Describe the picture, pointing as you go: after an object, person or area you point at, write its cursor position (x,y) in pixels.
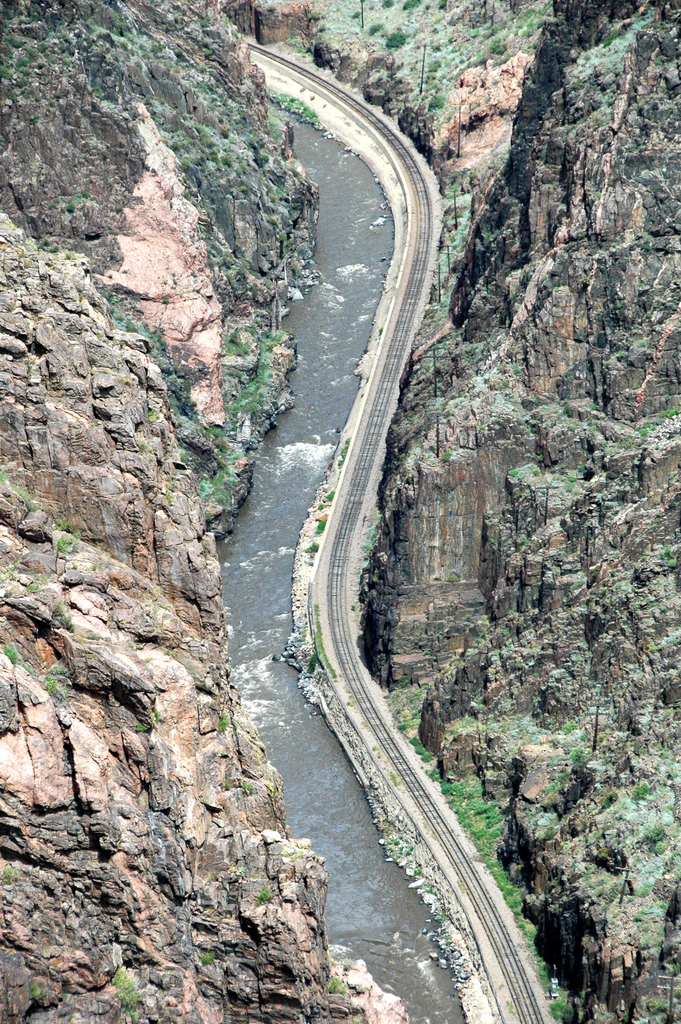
In this image I can see there is a railway track (366,497). And beside the railway track (374,403) there is water (291,537). And at the left (131,683) and right side (454,607) there is a mountain (443,405) and a grass (197,155).
